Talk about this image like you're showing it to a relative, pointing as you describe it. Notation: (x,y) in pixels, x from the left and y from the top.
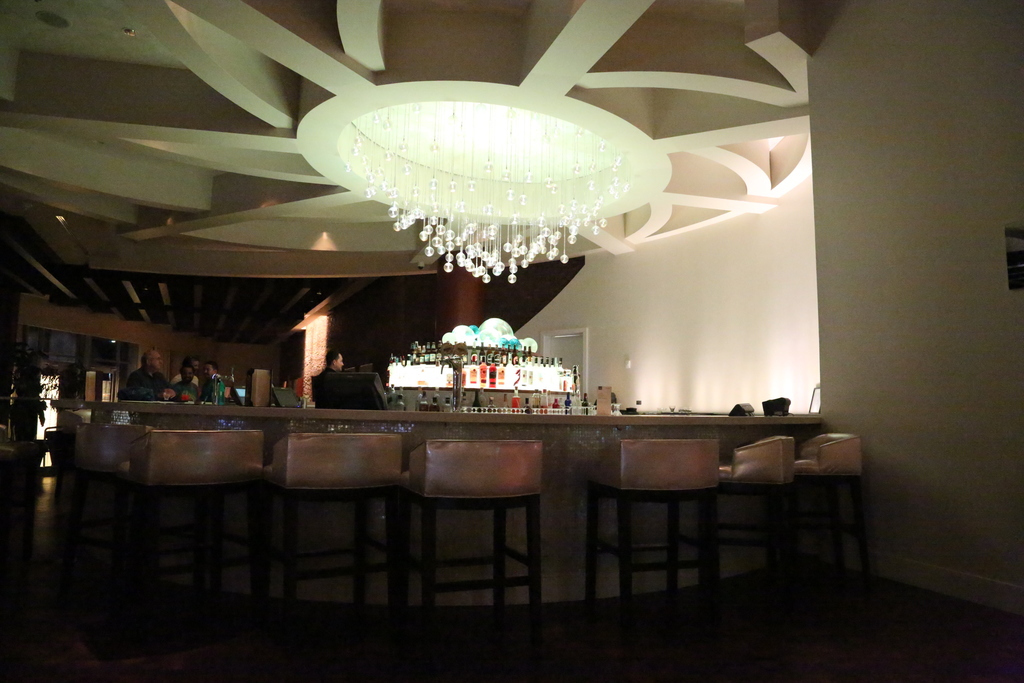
In the center of the image (358,423) we can see a counter table (704,423) and chairs (426,520) and there are people (182,383). We can see bottles (484,371) placed in the shelf (498,387). At the top (452,220) there is a chandelier (459,224). In the background (641,297) there is a wall (711,306) and a door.
